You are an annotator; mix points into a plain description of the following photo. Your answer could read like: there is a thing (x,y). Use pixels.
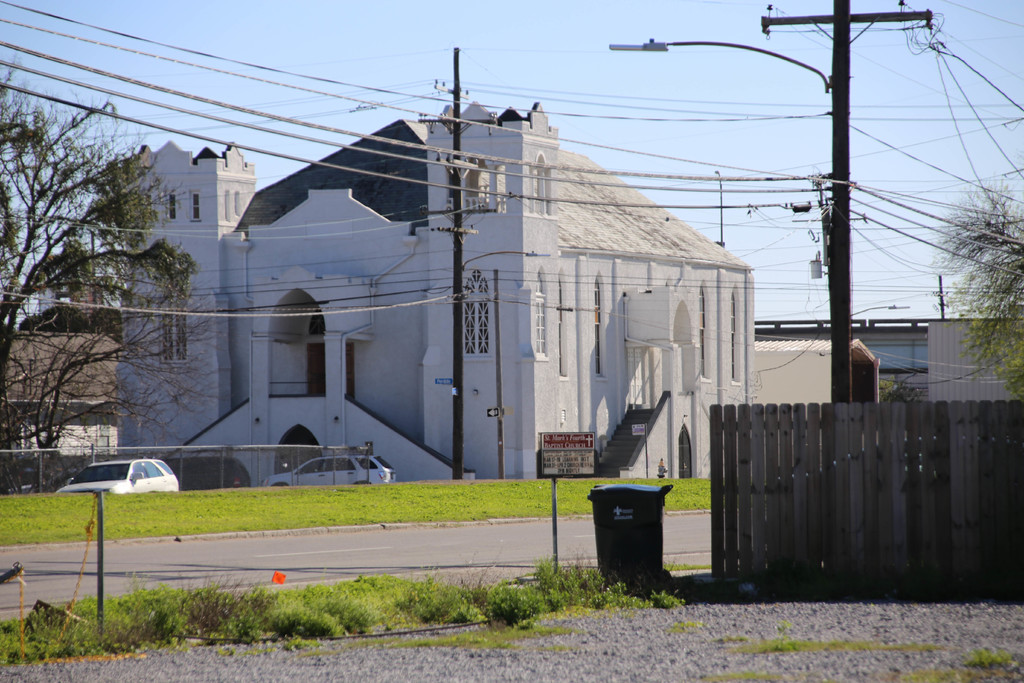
In this image there is a dustbin (617,534), grass (105,531), plants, vehicles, buildings (78,434), poles (498,429), lights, boards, fence (919,405), trees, and in the background (601,164) there is sky (265,47).
